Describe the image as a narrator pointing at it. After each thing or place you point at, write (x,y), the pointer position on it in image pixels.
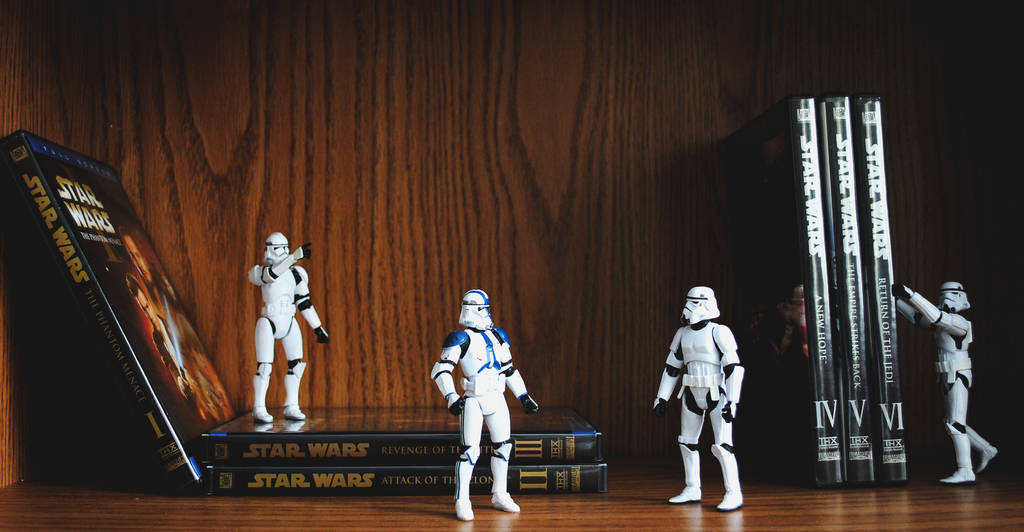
In this picture we can see the toy robots (694,430) and books (825,406) are present on the wood surface (940,531). In the background of the image (511,193) we can see the wood wall (467,152).
